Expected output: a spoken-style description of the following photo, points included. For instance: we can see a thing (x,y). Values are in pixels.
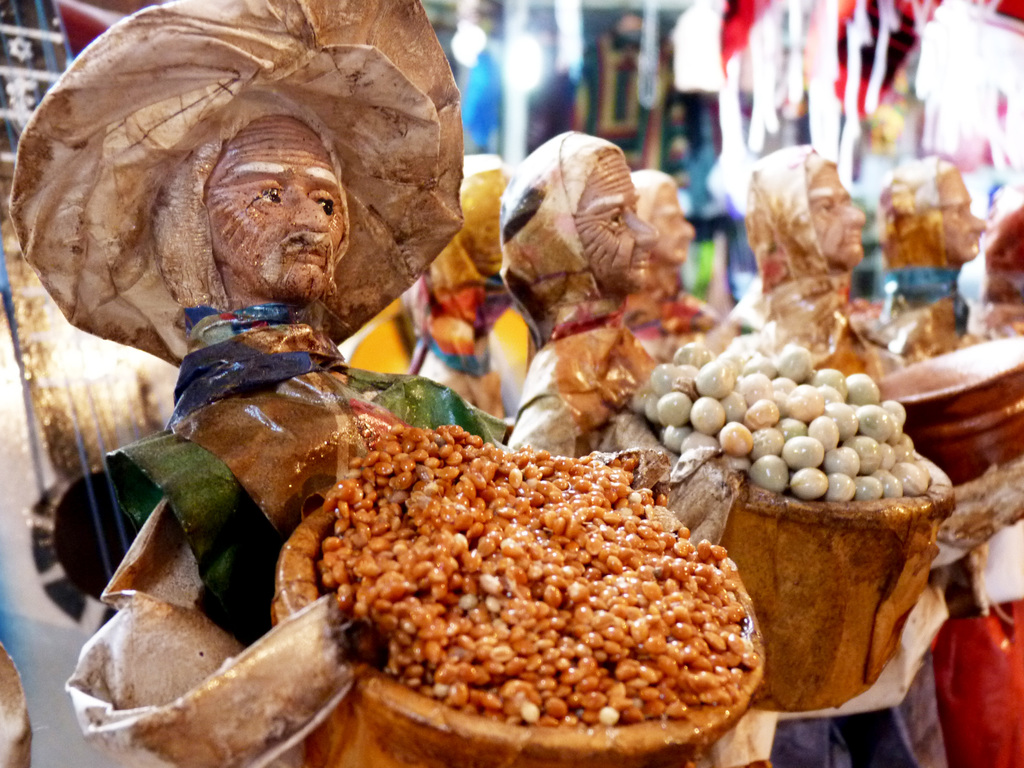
In this image, we can see some toys (712,592) holding a basket (695,718) in their hands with some food (735,406).
